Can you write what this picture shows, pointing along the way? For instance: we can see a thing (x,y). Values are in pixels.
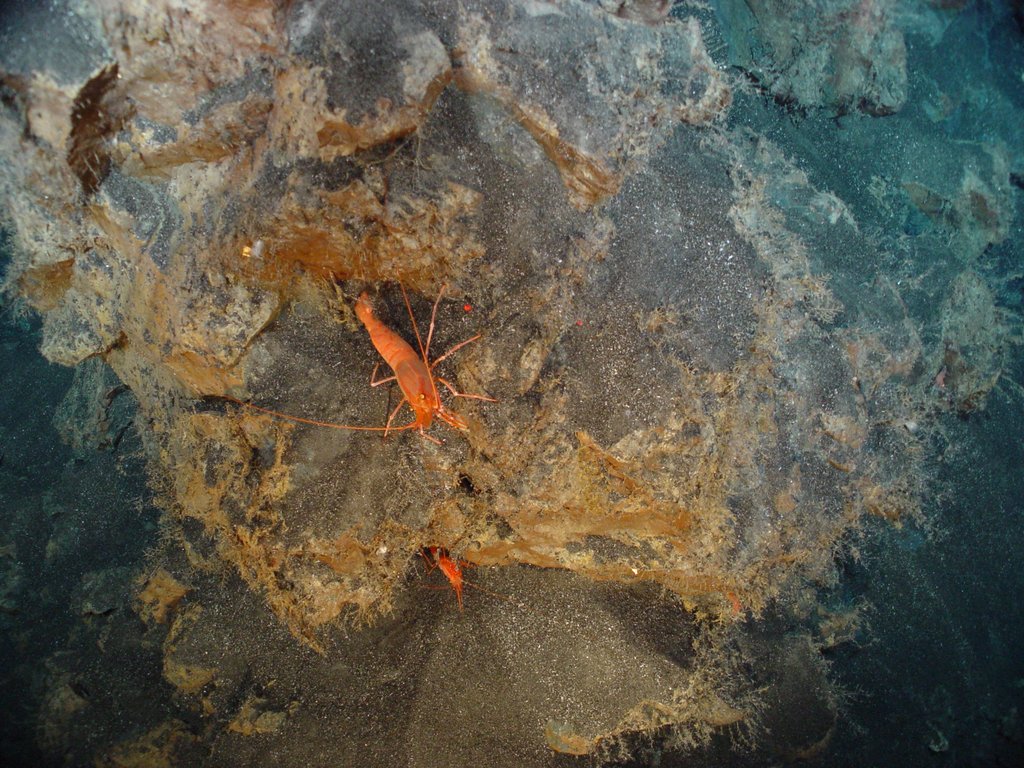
This image consists of a rock (677,359). On which there are two shrimp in orange color.
